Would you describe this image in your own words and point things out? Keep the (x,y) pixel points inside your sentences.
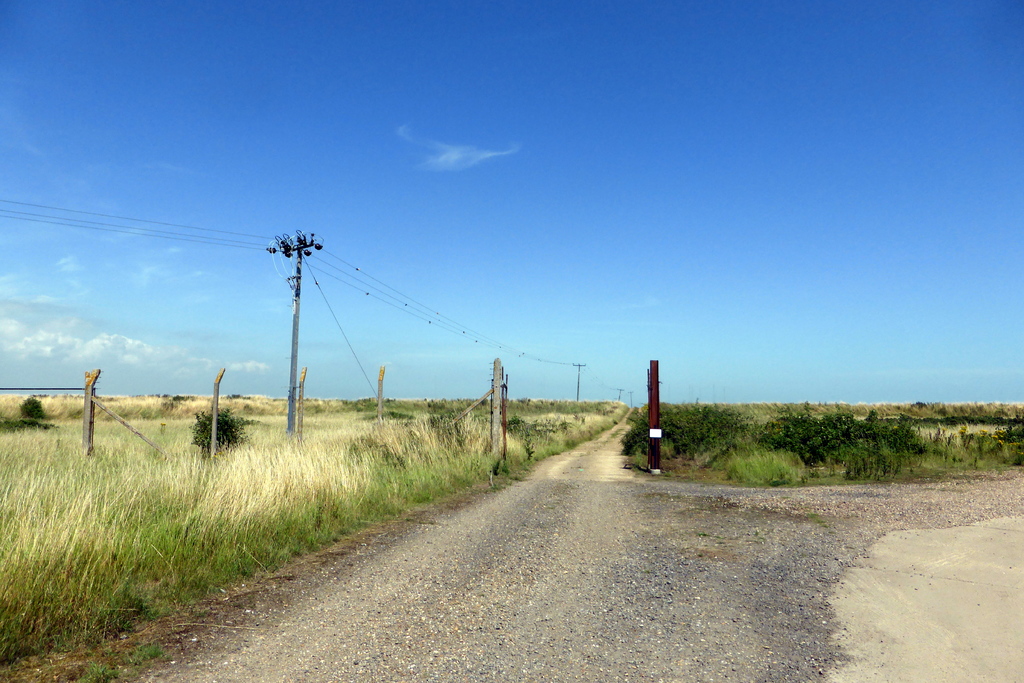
In this image I can see a road (602,438) and crop (22,397), poles (91,397), power line cables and grass (130,483) at the top (423,206) I can see the sky (808,273) and grass (143,479) visible in the middle (476,451).
